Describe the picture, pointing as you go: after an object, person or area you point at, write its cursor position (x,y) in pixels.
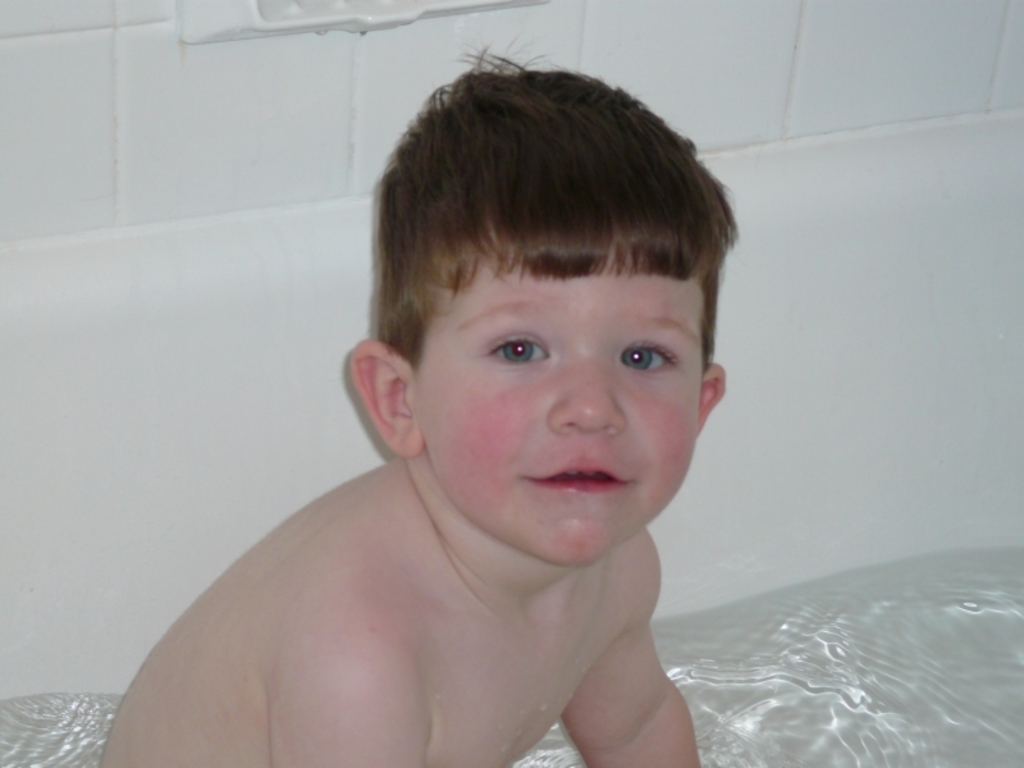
In this picture we can see a kid (564,623) in the front (618,560), in the background (848,87) there is a wall (841,127).
